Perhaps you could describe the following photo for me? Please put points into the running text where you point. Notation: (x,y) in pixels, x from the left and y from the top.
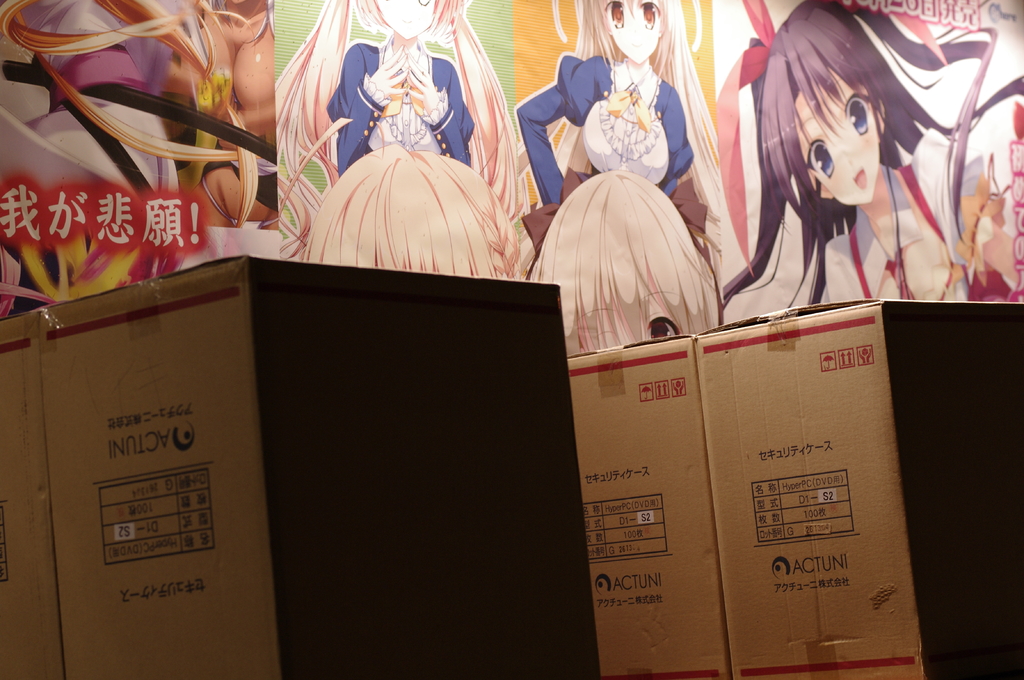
At the bottom of the image (556,519) there are cardboard boxes (612,474). Behind the boxes (797,508) there is a wall (588,138) with paintings (593,109).
